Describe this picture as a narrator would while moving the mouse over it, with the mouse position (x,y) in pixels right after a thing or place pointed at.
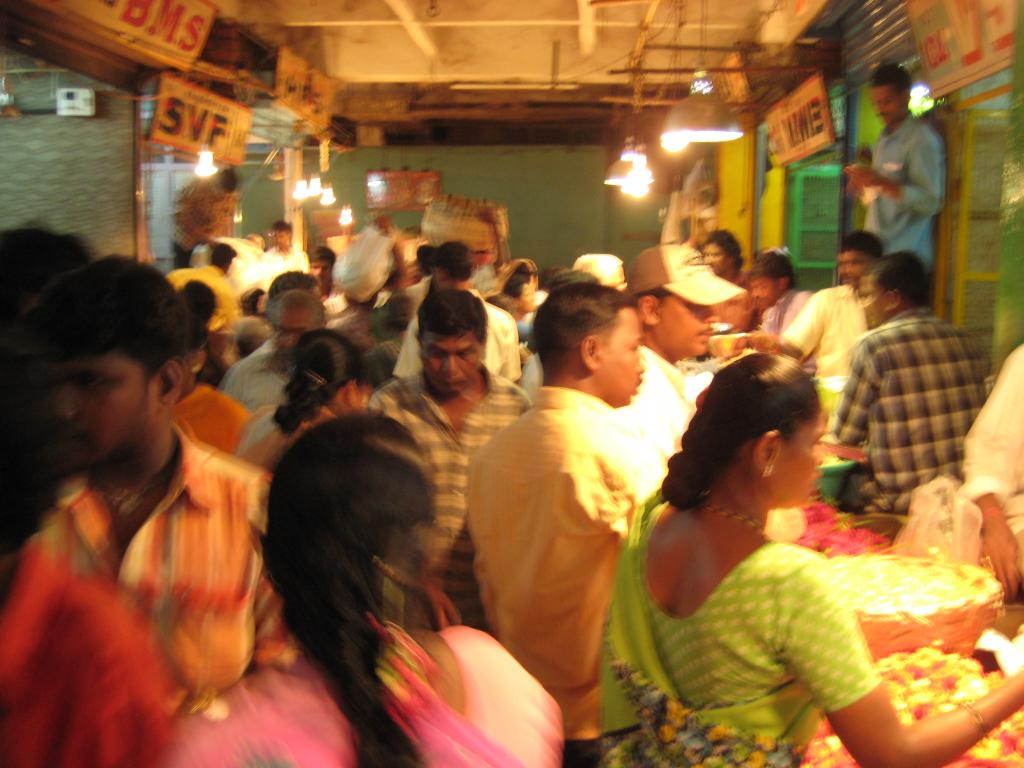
In this image, we can see people (522,385) wearing clothes (603,567). There are lights (666,145) at the top of the image (684,131). There are some flowers (951,659) in the bottom right of the image (958,671). There are boards (240,132) in the top left (143,129) and in the top right of the image (815,115).
